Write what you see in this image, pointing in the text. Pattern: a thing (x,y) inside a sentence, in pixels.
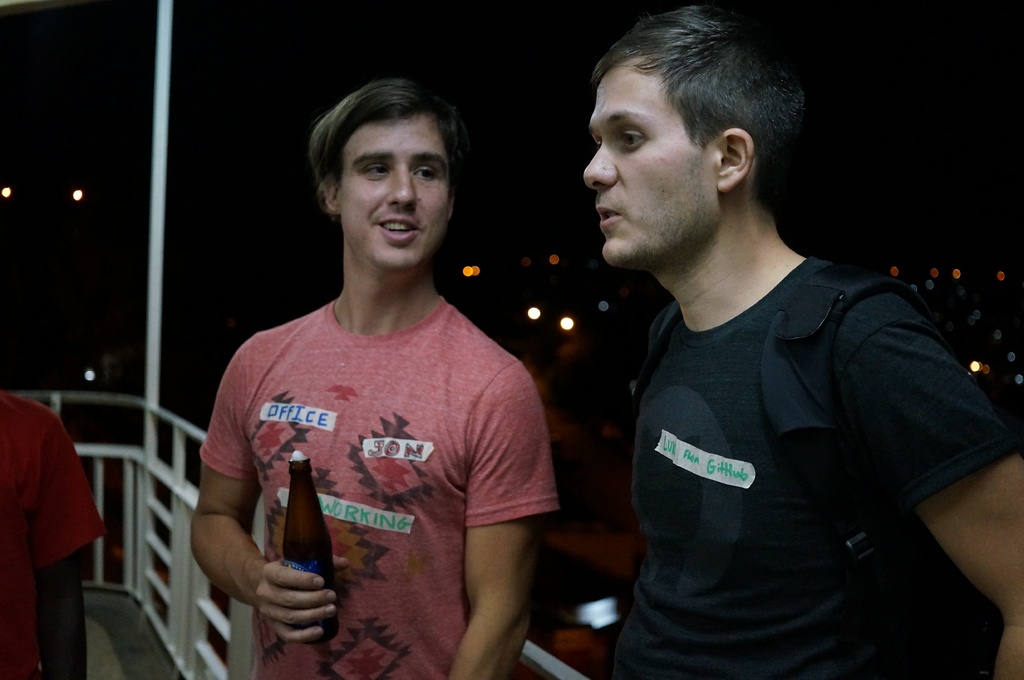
Two men (394,296) are standing and talking to each other. One is holding a beer bottle (301,545) in his hand (297,578) and the other is wearing a backpack (842,278). There are standing beside a railing (190,569).
